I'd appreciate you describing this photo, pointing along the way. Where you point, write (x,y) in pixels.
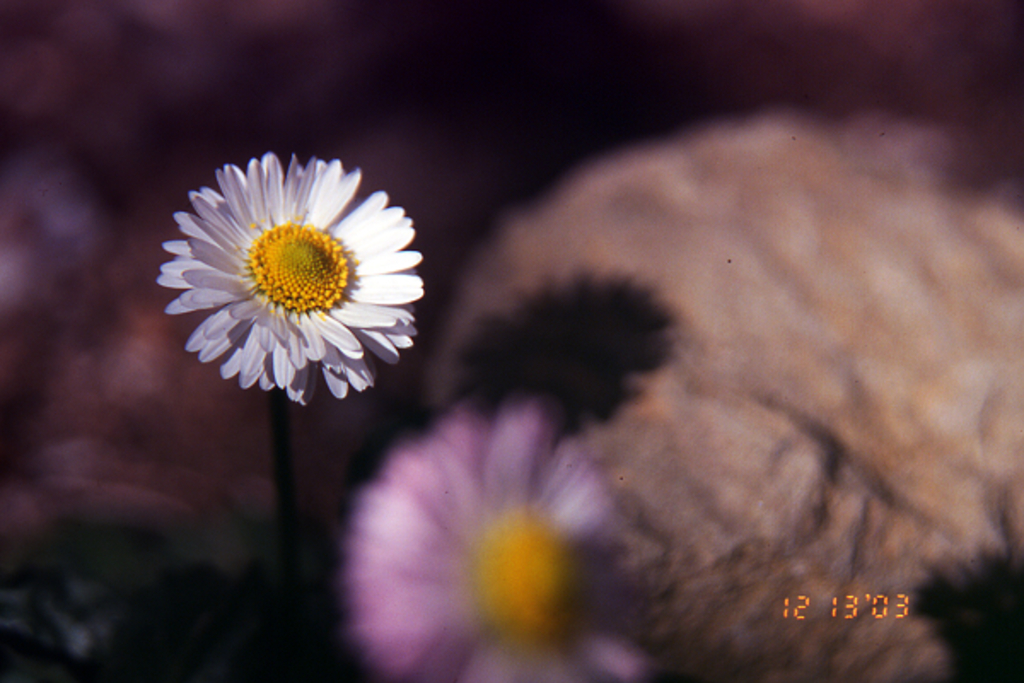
In this image we can see flowers (477,472). In the background (30,393) it is blur. And there is a watermark (801,597) on the image.
